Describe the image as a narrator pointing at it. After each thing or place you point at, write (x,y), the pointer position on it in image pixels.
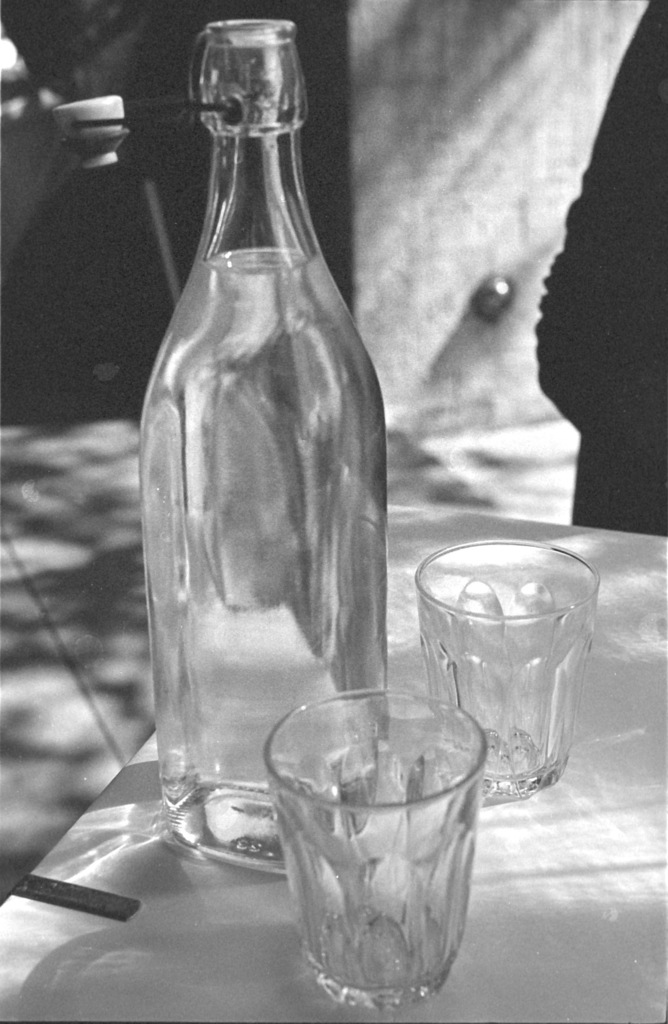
In this image i can see a glass bottle (228,459) and 2 glasses (505,606) beside it.
